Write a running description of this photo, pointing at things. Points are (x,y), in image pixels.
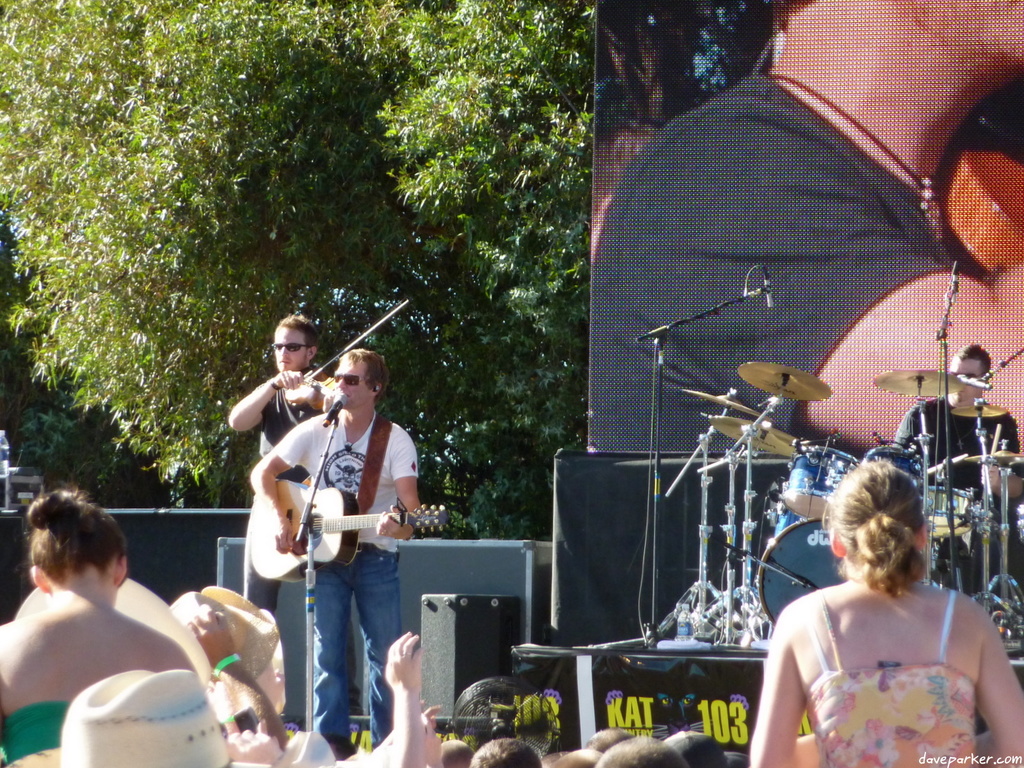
In this picture there are two men (285,454) are playing musical instruments (346,504). There is a mic (960,379). There is a man (962,440) sitting on the chair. There is a woman (887,657) standing. There are group of people (274,704) who are there.
